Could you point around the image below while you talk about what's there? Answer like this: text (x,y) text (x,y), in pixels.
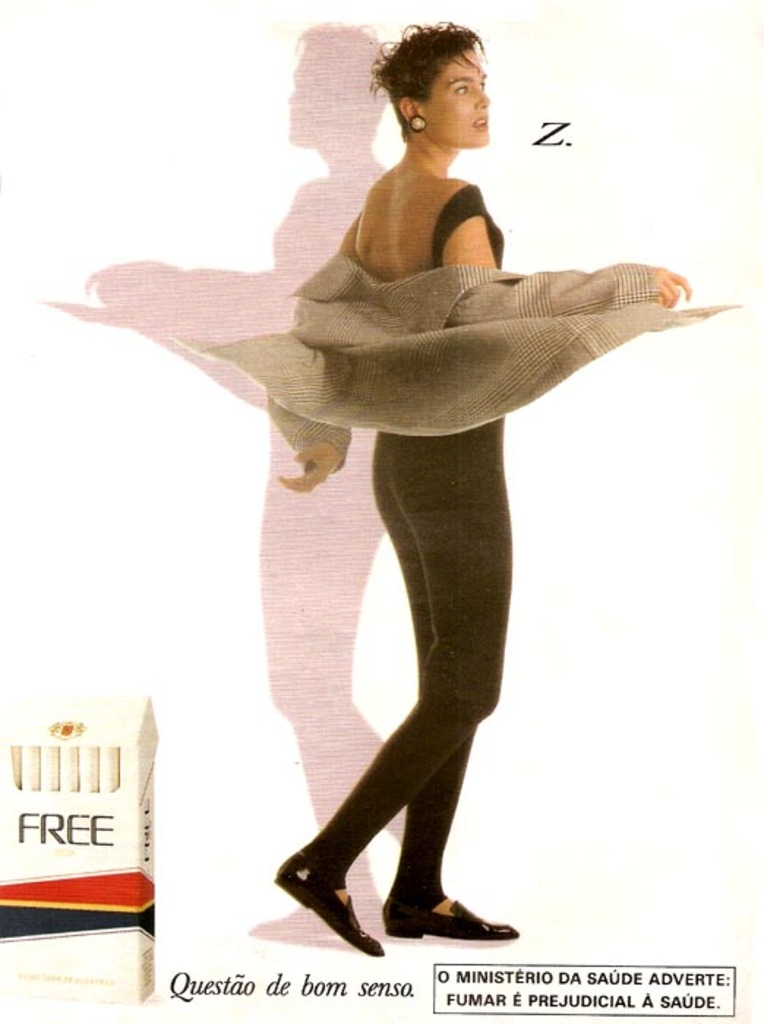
In this image we can see a woman (324,396) standing and we can also see some text (218,988) at the bottom (489,1004).
